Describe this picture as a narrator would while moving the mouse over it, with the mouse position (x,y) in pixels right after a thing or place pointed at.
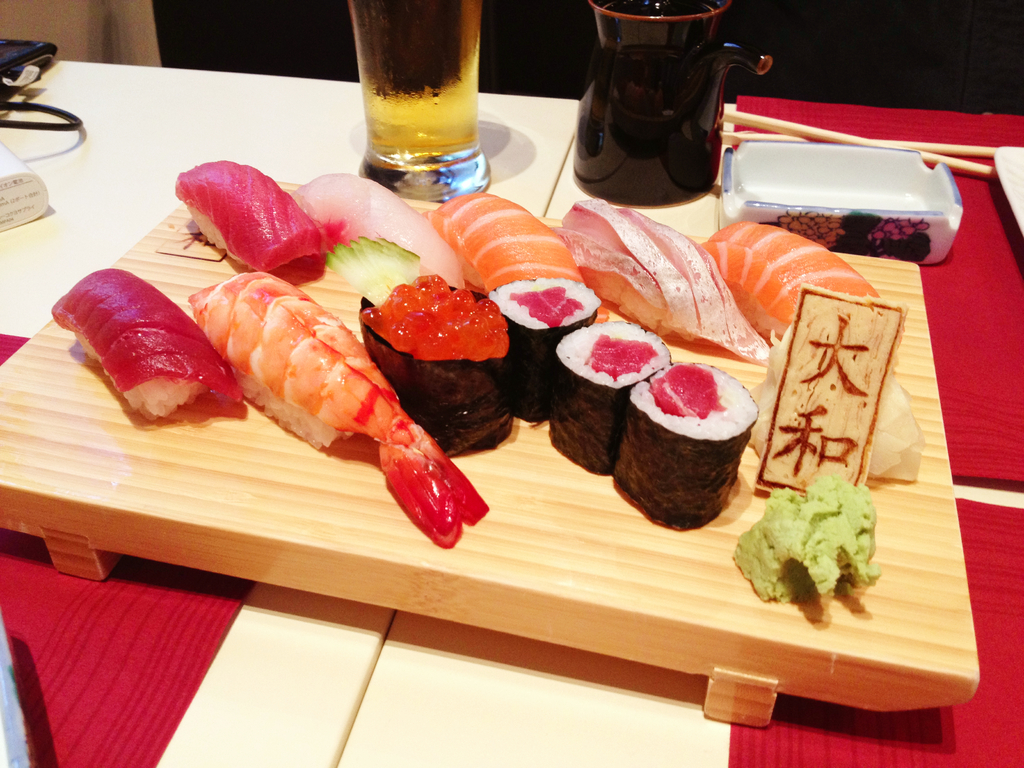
In this image at the bottom (910,640) there is a table (76,110), on the table (253,615) there is one board (418,533). On the board (244,475) there is some meat (446,330) and on the table (310,158) there is a glass (461,131), cup (595,127), box (778,182), chopsticks (962,153) and some other objects (13,79).
